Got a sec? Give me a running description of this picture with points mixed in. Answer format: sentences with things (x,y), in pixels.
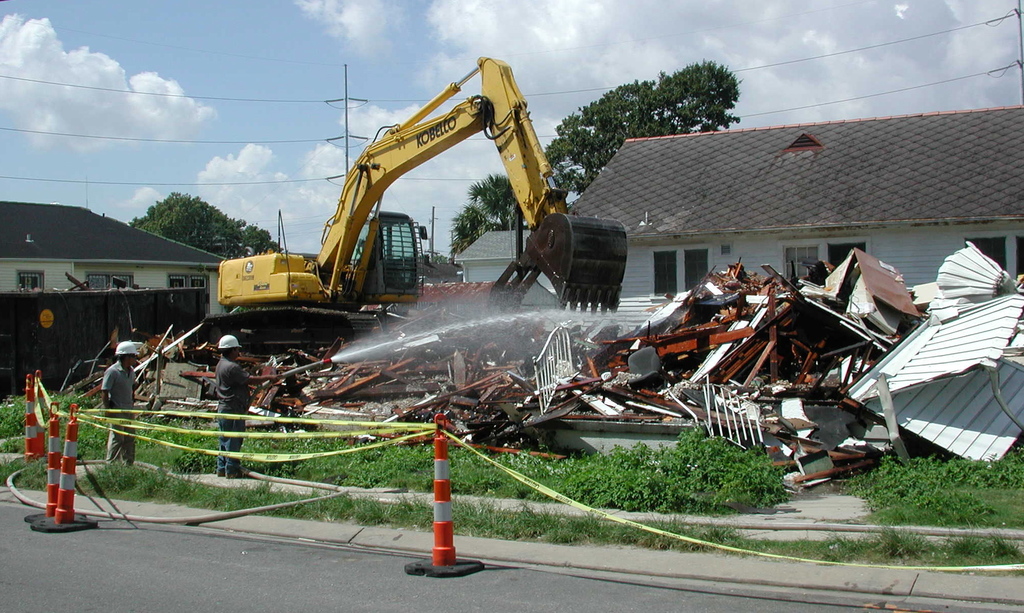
In this picture there is a yellow color jcb (346,231) and there is a person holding a pipe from where the water (497,322) is coming out from it and there are few broken objects (645,336) in front of him and there is a house (875,215) in the right corner (904,200) and there is another house (126,254) in the left corner (95,255) and there are trees (647,128), poles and wires (533,92) in the background (628,86).
